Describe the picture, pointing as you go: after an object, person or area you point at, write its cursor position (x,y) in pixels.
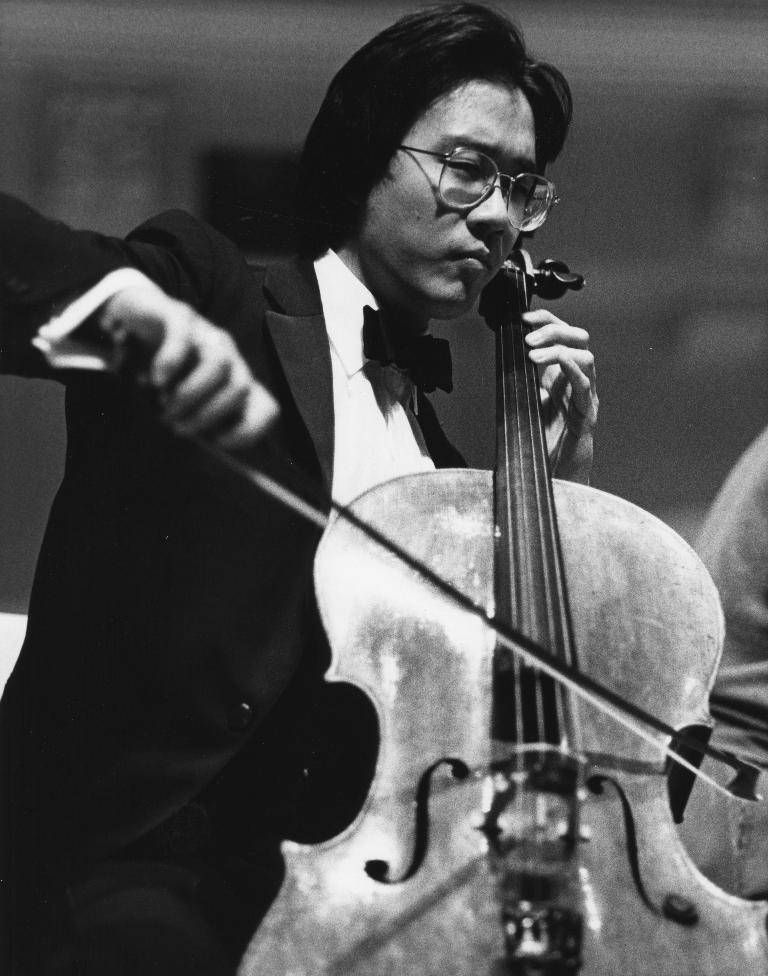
In this image i can see a man (314,328) playing a musical instrument (517,687).
